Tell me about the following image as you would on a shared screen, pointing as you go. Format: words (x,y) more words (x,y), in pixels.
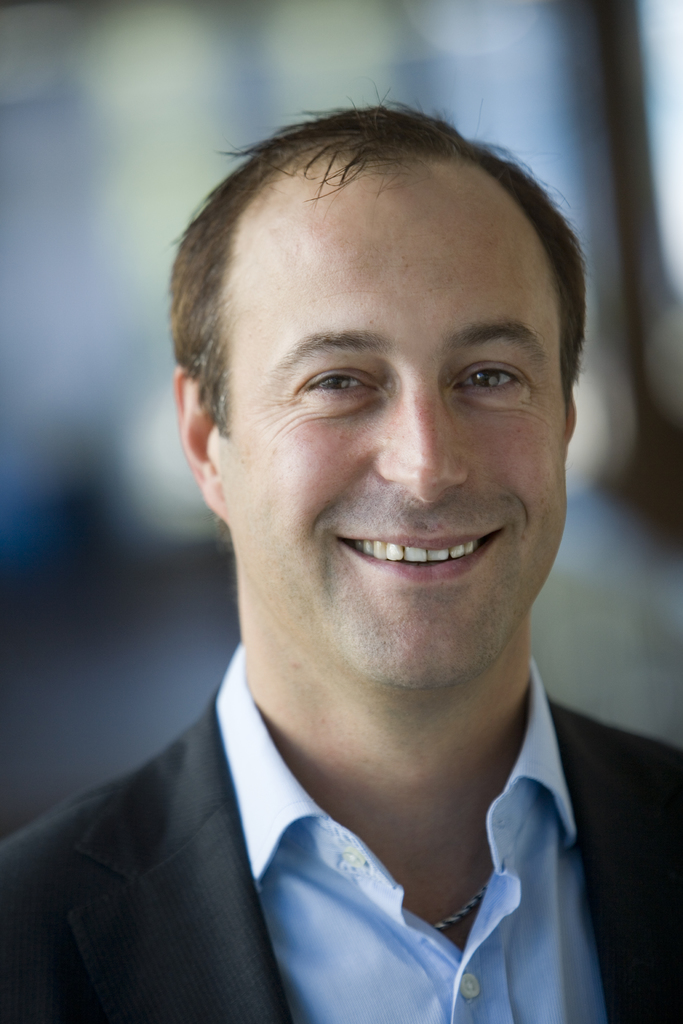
As we can see in the image in the front (399,377) there is a man (404,533) wearing black color jacket (148,801) and the background (64,414) is blurred.
